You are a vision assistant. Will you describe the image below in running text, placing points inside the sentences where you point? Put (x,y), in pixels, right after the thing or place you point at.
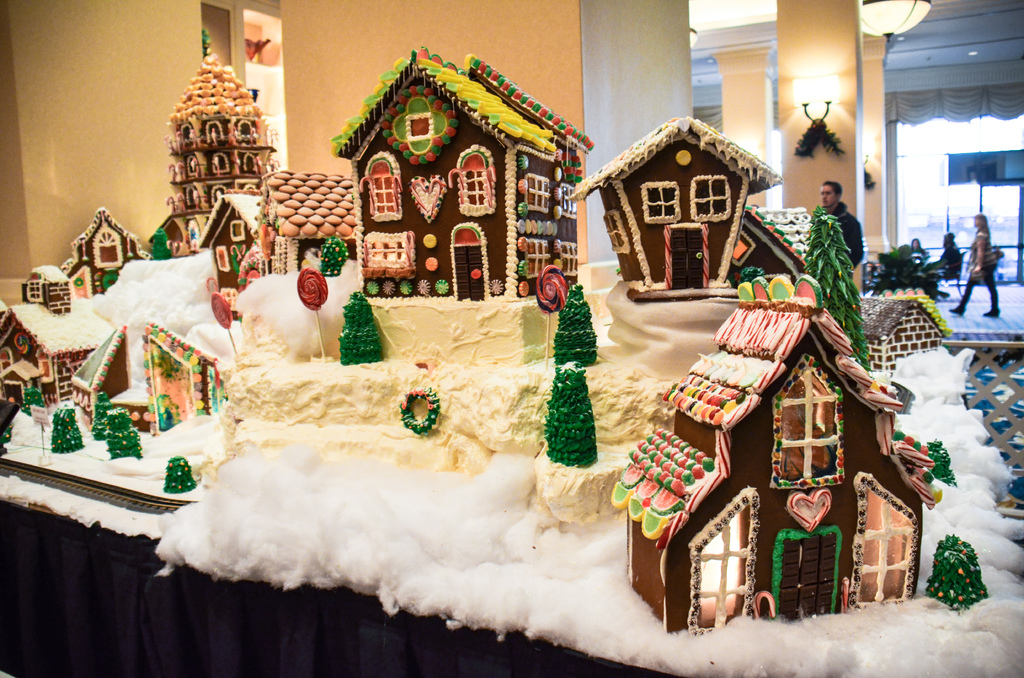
In this picture we can see houses (476,137) with windows (670,188), trees (575,296), lollipops (554,305), cotton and these all are placed on a platform (454,457) and in the background (728,75) we can see pillars (828,47), lights (826,94), curtains (995,109) and two people (919,247) sitting on chairs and two people (987,273) on the floor (1005,291) and some objects (1018,387).
